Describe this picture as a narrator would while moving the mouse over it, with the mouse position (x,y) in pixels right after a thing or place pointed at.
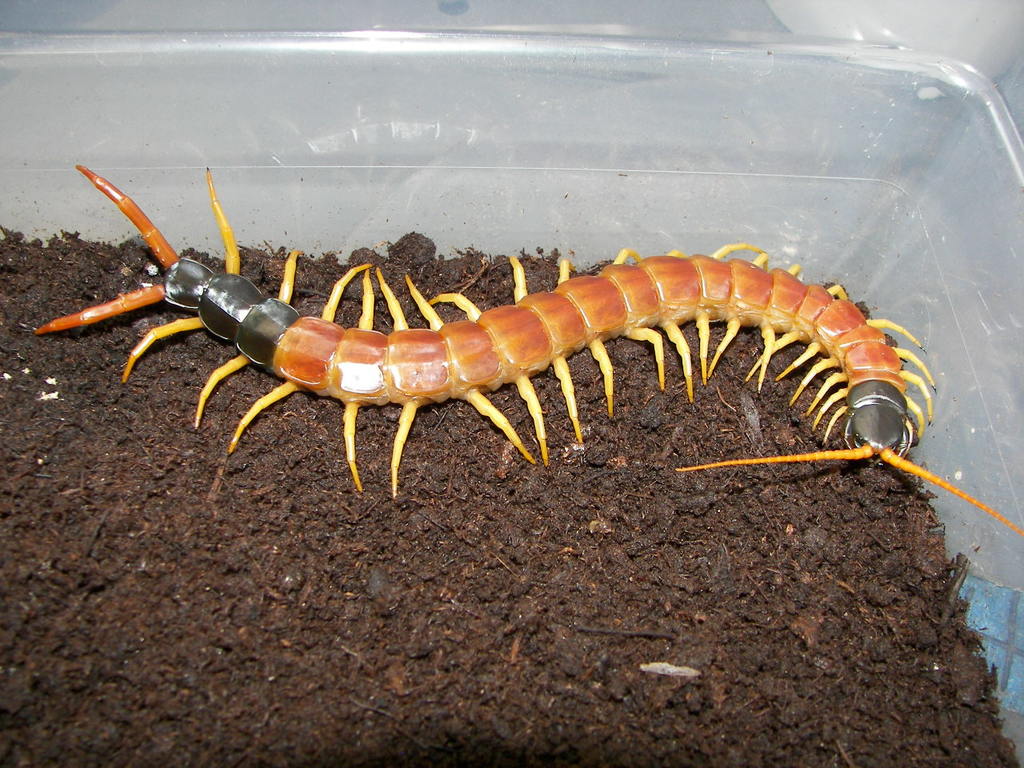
In this image I can see a insect (717,260) on the mud (202,486) and the mud (206,489) is kept on white color bowl (509,119).
